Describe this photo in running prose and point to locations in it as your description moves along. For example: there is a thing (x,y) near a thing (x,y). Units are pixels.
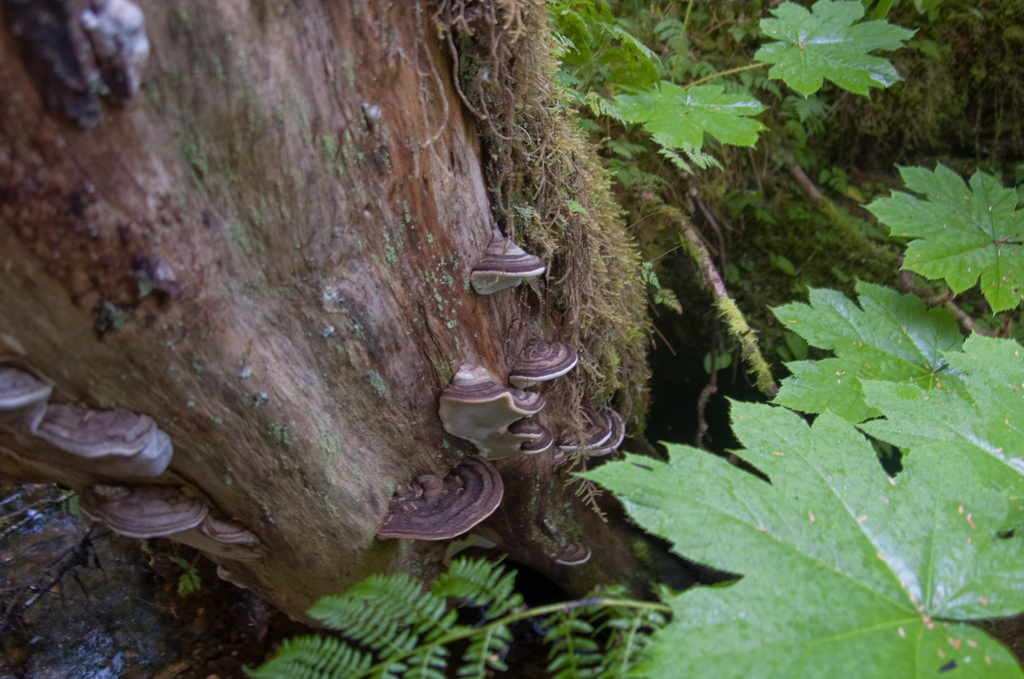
In this image there is a tree trunk (283,186) in the middle (488,343). At the bottom (772,544) there are green leaves (910,408).
